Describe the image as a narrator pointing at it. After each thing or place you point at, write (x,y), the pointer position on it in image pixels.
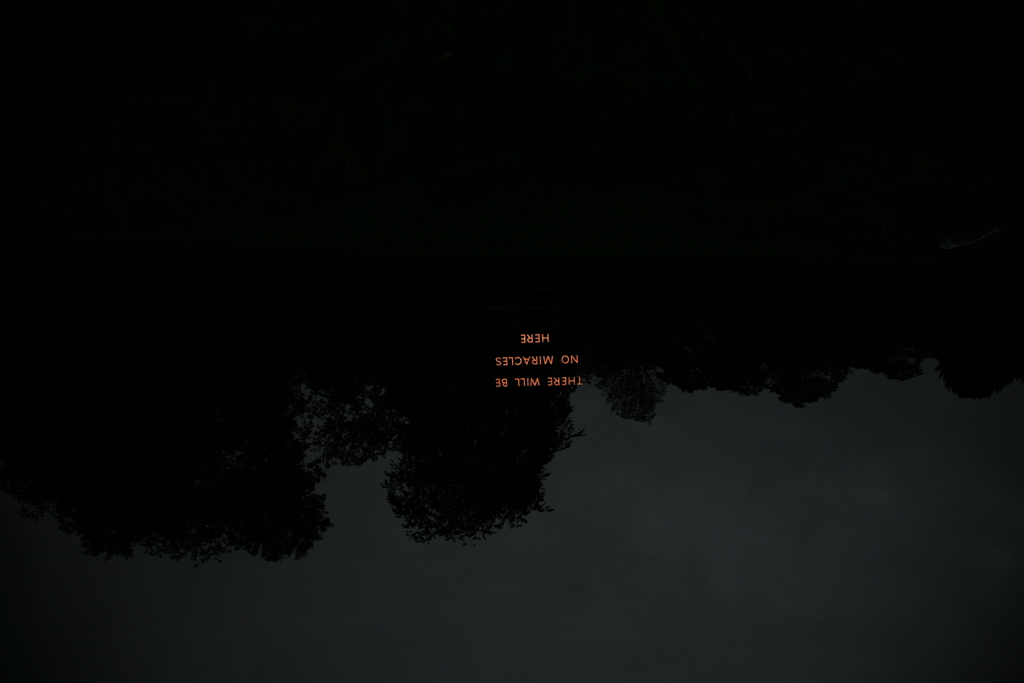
In this picture we can see there are trees (513,387) and the sky (693,523). On the image, it is written something.
